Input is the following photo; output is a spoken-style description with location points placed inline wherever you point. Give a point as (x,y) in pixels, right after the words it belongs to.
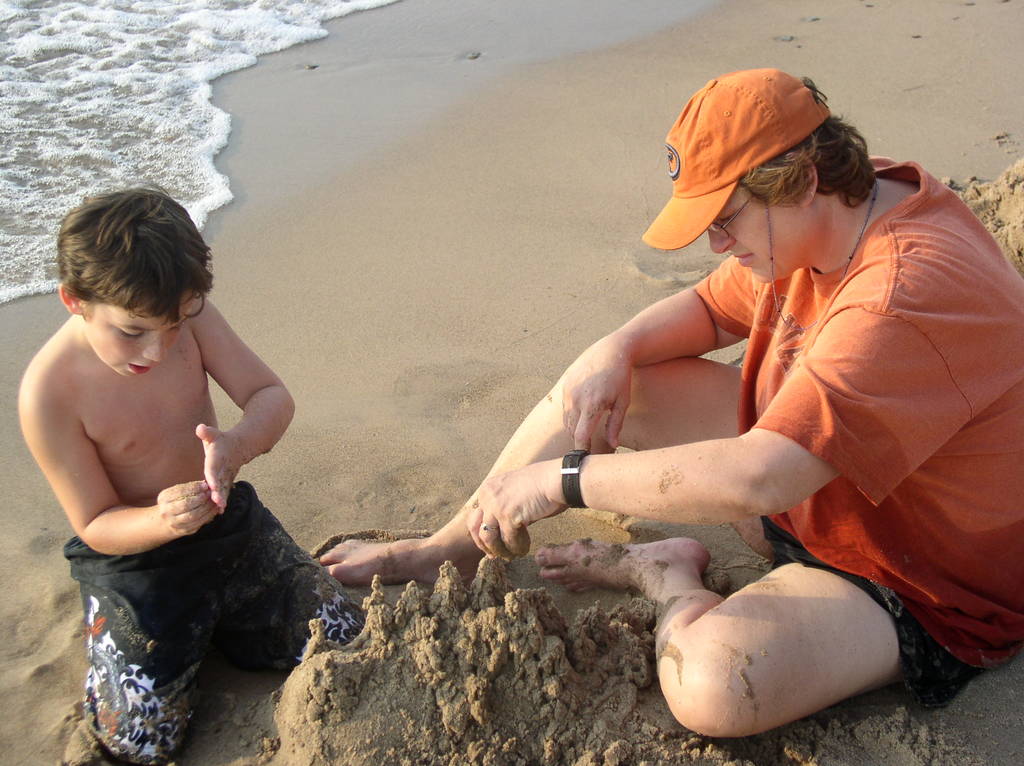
In this image, we can see a person (591,482) and kid (192,471) are playing with sand (486,634) near the sea shore (474,456). Left side (131,44) top corner, we can see the water (131,59).
